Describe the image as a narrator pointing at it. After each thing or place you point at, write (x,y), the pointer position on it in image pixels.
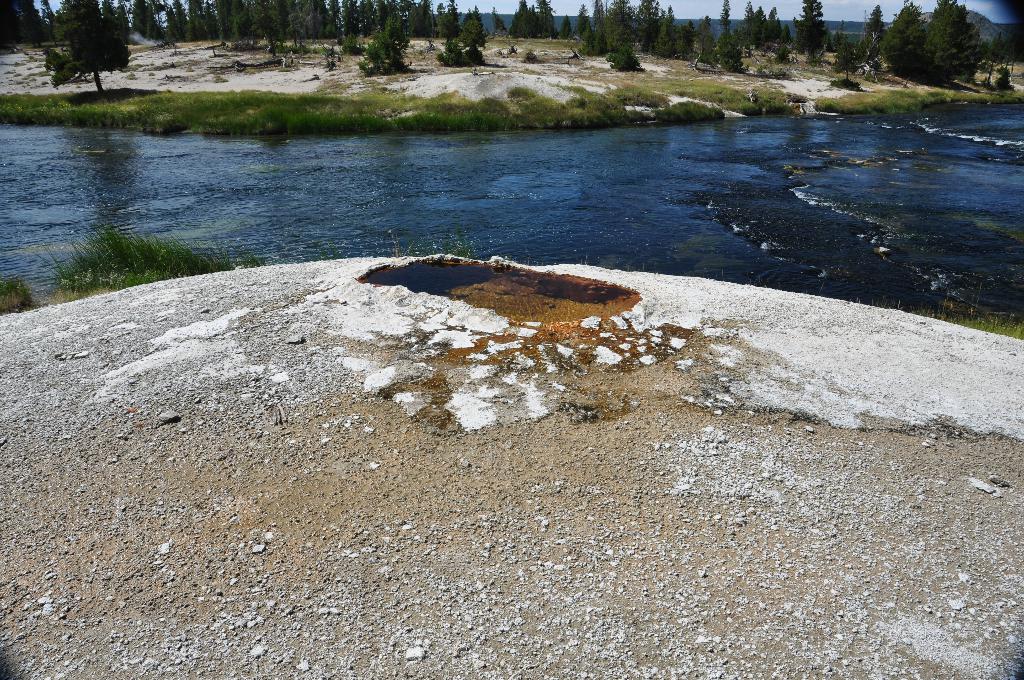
In this picture, we can see ground (263,464), water (684,136), grass (234,259), plants (137,249), trees (377,59), and the sky (863,16).
